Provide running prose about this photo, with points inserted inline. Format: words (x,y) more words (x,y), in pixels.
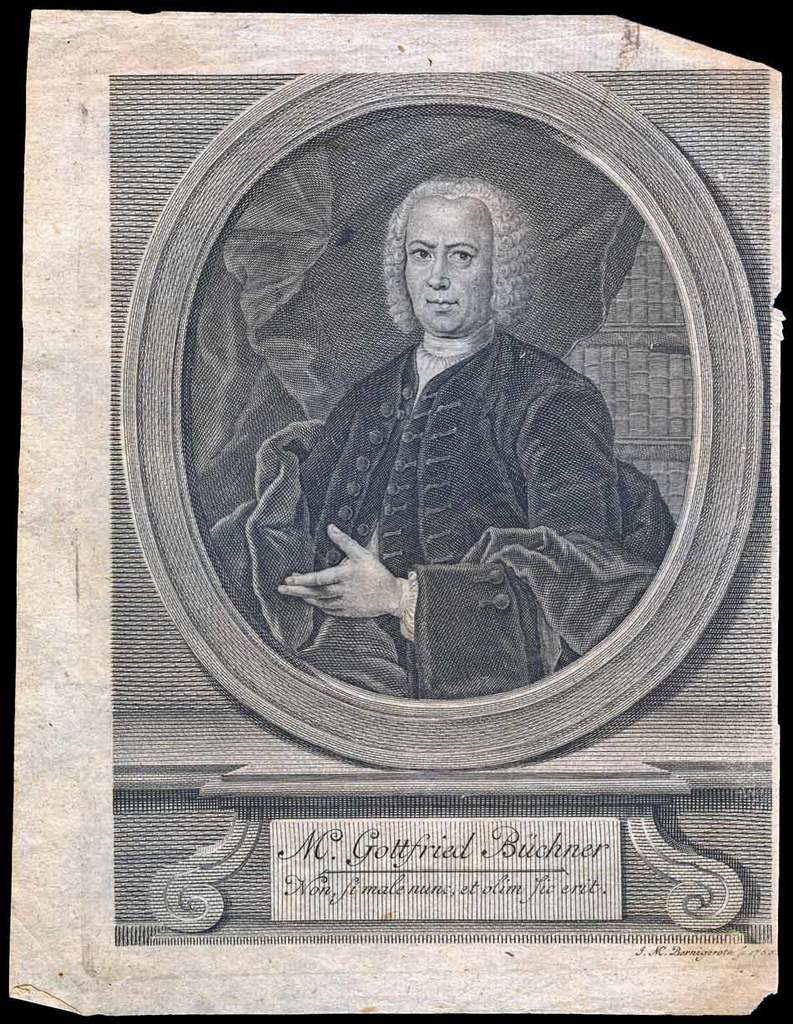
In this image there is a person (478,406) drawing with a name board (530,822) on the paper (361,975) and the paper (382,975) is placed on black surface (755,50).
